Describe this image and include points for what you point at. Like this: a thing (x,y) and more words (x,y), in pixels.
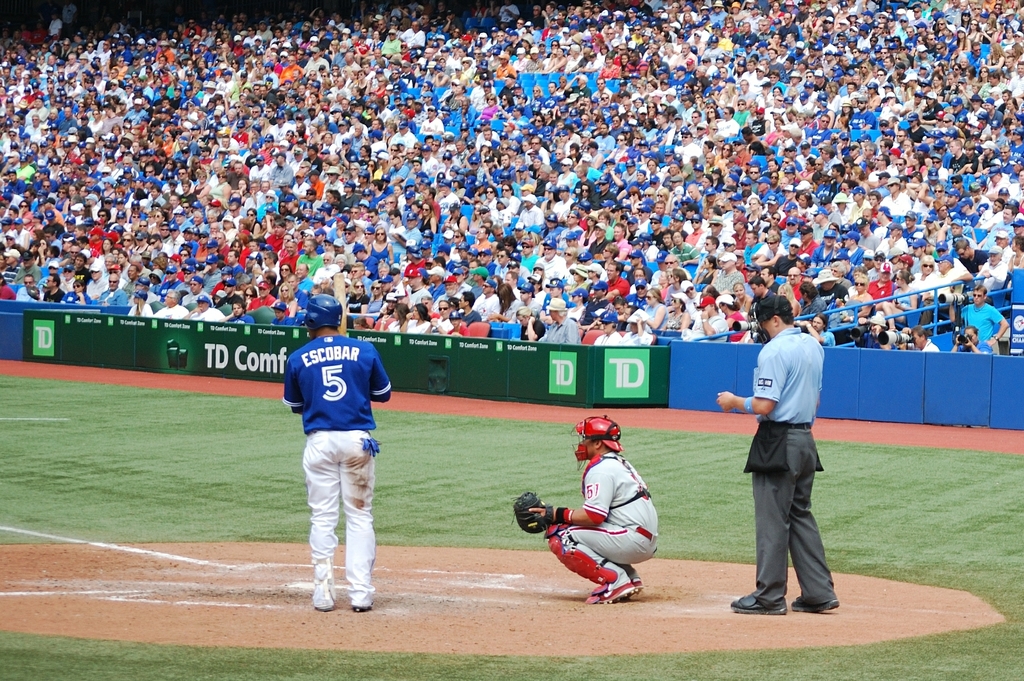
In this image there is a person (337,411) wearing a blue shirt (352,365) is standing on the land (303,630). Behind him there are two persons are on the land (410,630). One of them is wearing a helmet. Many persons (431,218) are sitting behind the banner (228,376).
